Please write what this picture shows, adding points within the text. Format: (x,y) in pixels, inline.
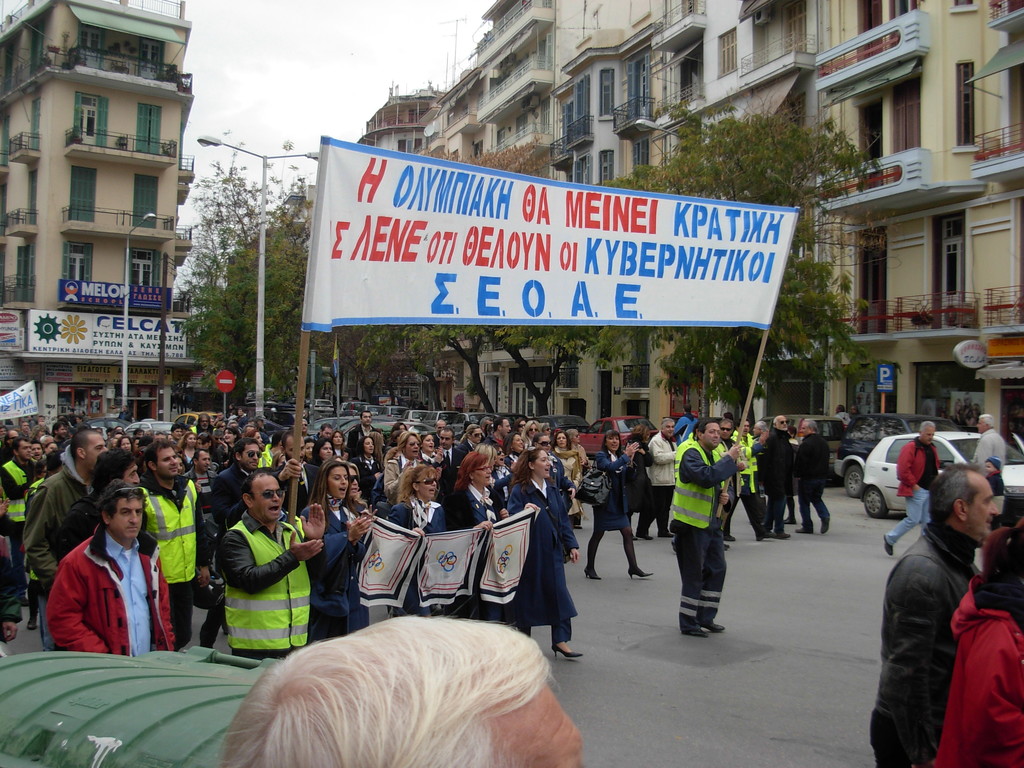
In this image, we can see a group of people (269,605). Among them, some are holding banners (665,284) with some text (767,281) written on it. We can also see the ground (744,602). We can see a few vehicles (958,437), trees (779,204) and poles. We can also see some buildings (9,181). We can see the sky (430,46).
